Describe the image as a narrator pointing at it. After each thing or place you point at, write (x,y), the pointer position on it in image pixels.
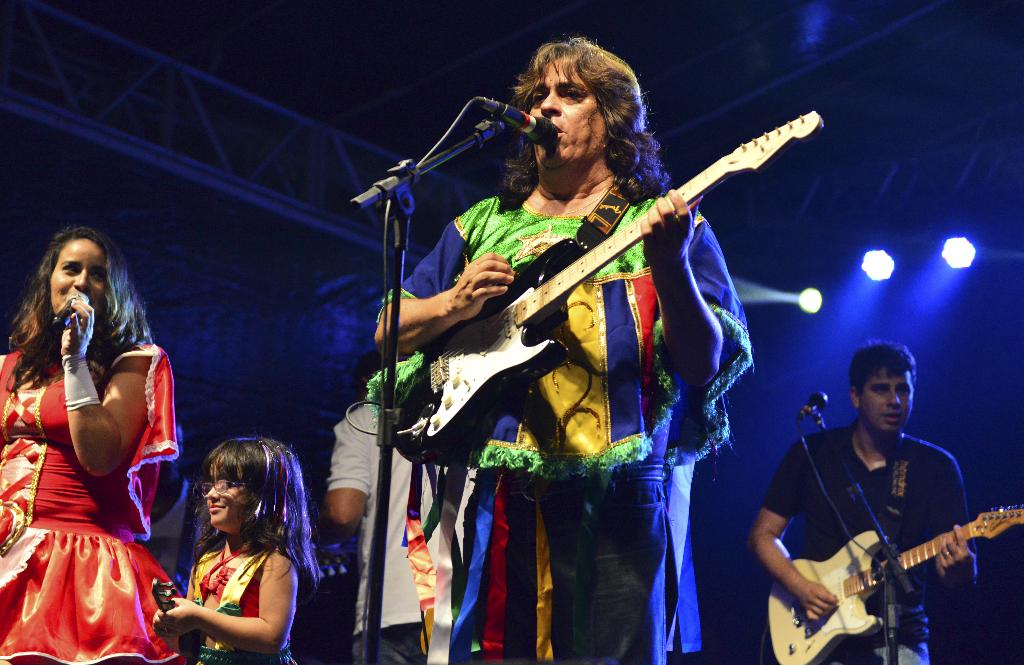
In this image we have a man (413,512) standing and playing a guitar (518,380) and singing a song in the microphone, a woman (71,642) standing and singing a song and at the back ground (839,502) we have a person (870,497) standing and playing a guitar (1018,518), and some focus light (761,283) and a girl (255,632).
